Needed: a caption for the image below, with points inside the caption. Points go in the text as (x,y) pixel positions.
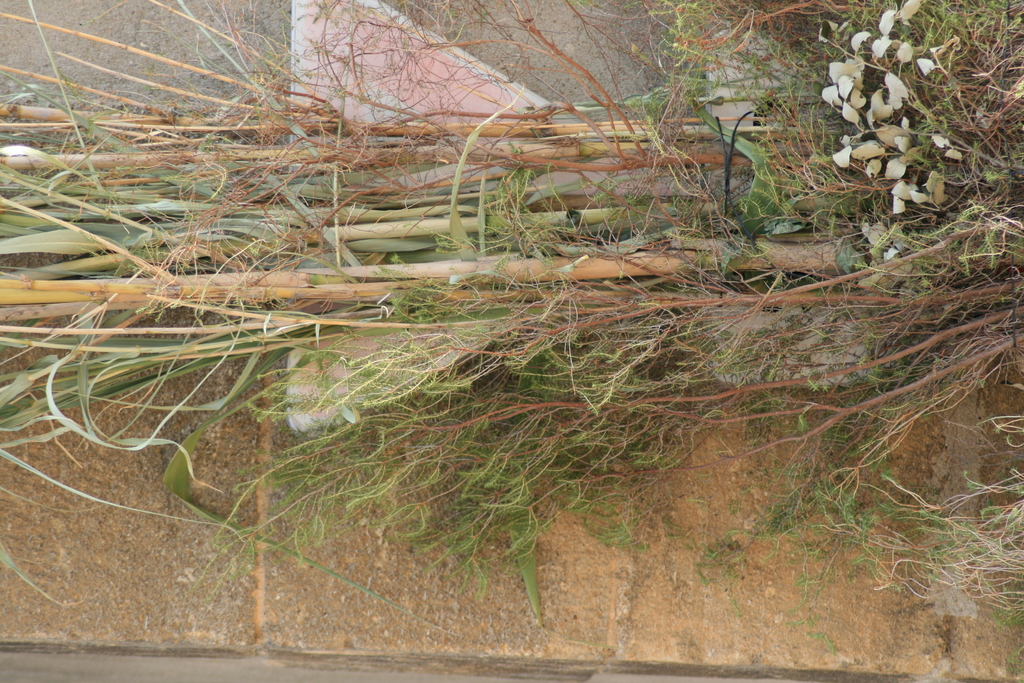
In this picture we can see some sugarcane (441,261) and leaves (908,240) here, there is a wall (351,84) in the background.
